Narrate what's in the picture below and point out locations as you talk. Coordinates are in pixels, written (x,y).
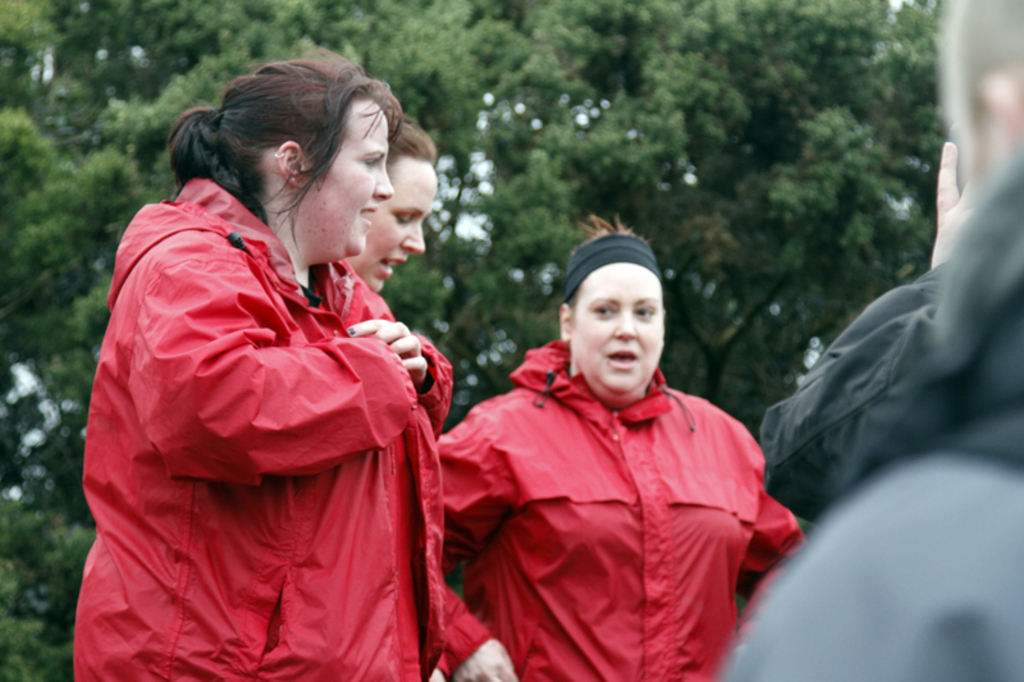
In this picture I can see few people (692,442) standing and trees (452,39) in the background (452,39).
